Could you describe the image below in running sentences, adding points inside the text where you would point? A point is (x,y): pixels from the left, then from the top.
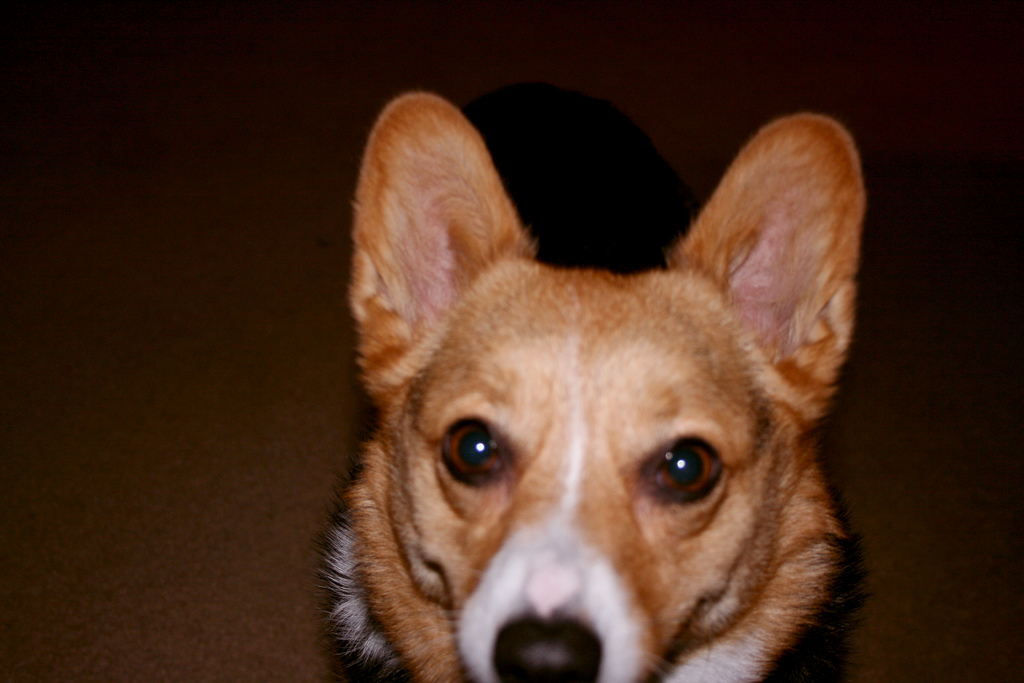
In this picture we can see a dog (575,379) and dark background (198,226).
